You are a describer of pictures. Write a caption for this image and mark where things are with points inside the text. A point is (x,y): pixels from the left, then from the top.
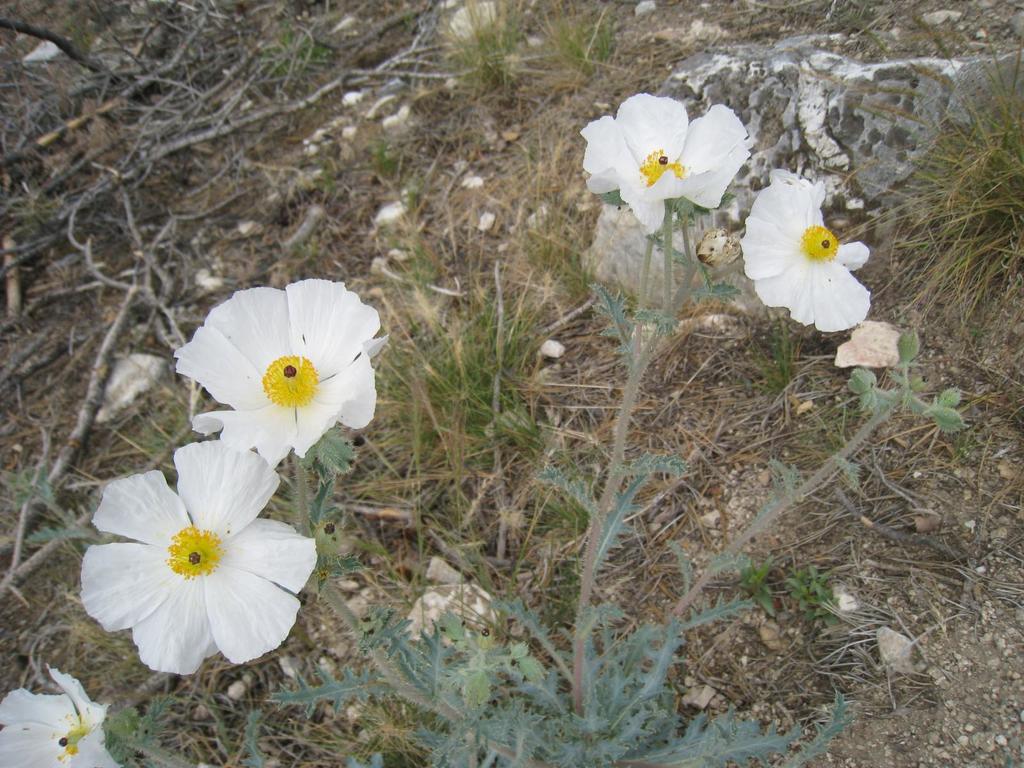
In this picture we can see the flowers (261,318), plants (648,261), grass (945,203), rock (944,59), stones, sticks (312,95) and ground (59,373).
